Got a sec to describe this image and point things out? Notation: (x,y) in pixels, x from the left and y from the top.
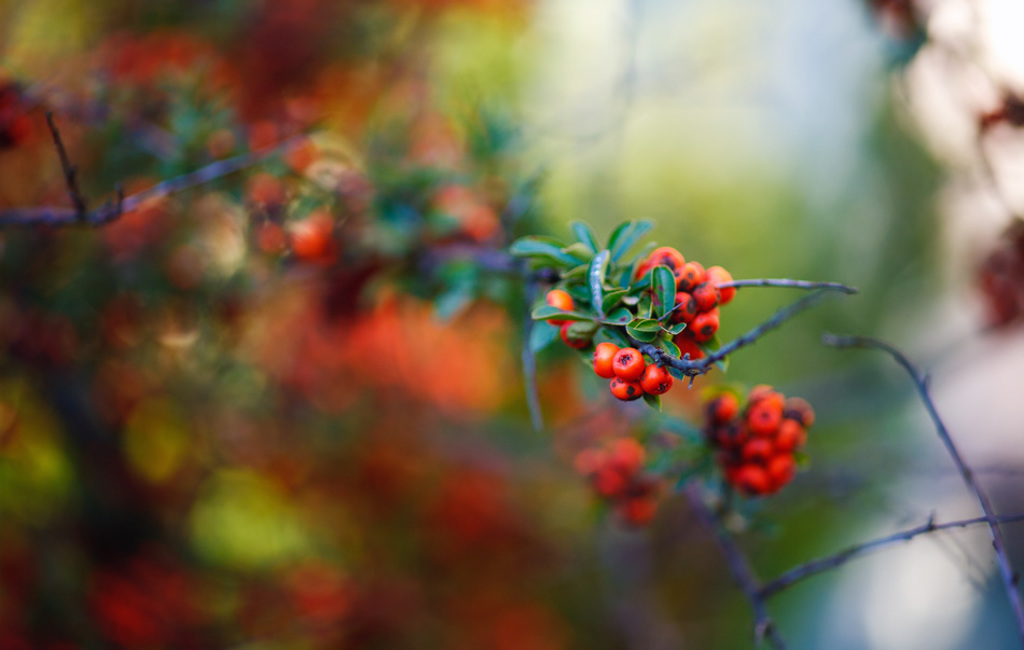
In this image there is a plant (627,369) and we can see berries (633,384).
